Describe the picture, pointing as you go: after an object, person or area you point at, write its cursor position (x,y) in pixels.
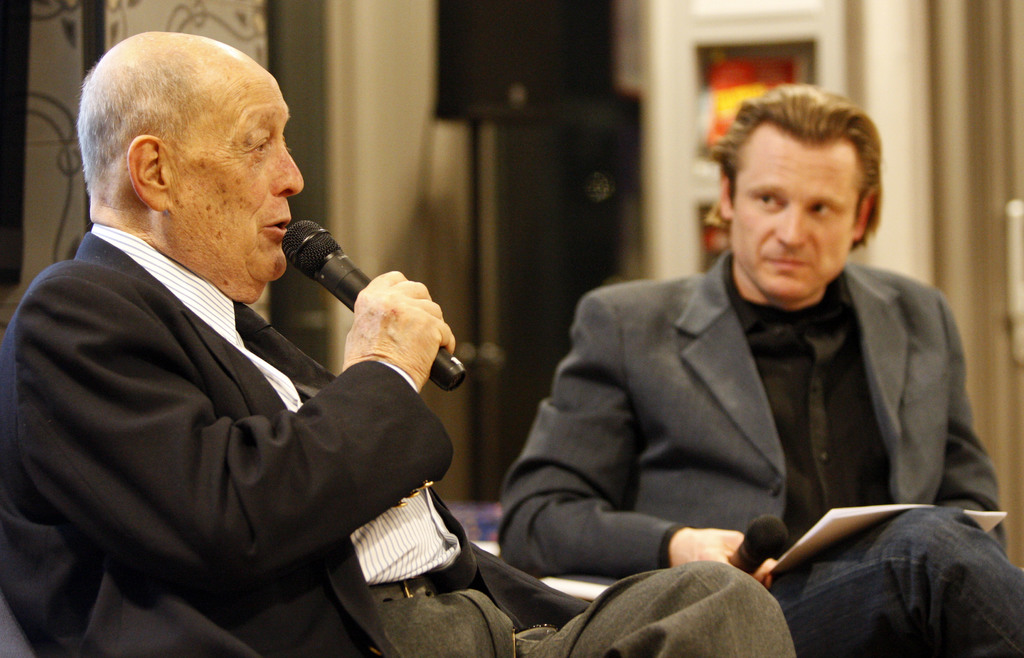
There are two persons (568,549) sitting on the chairs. This man (289,425) is holding a mike (455,385) and talking and the other man (774,485) is holding a mike (772,551) and some papers (837,520) on his lap (790,586). At background (602,266) I can see a black color object (573,199) and i think this is a door (546,240).
